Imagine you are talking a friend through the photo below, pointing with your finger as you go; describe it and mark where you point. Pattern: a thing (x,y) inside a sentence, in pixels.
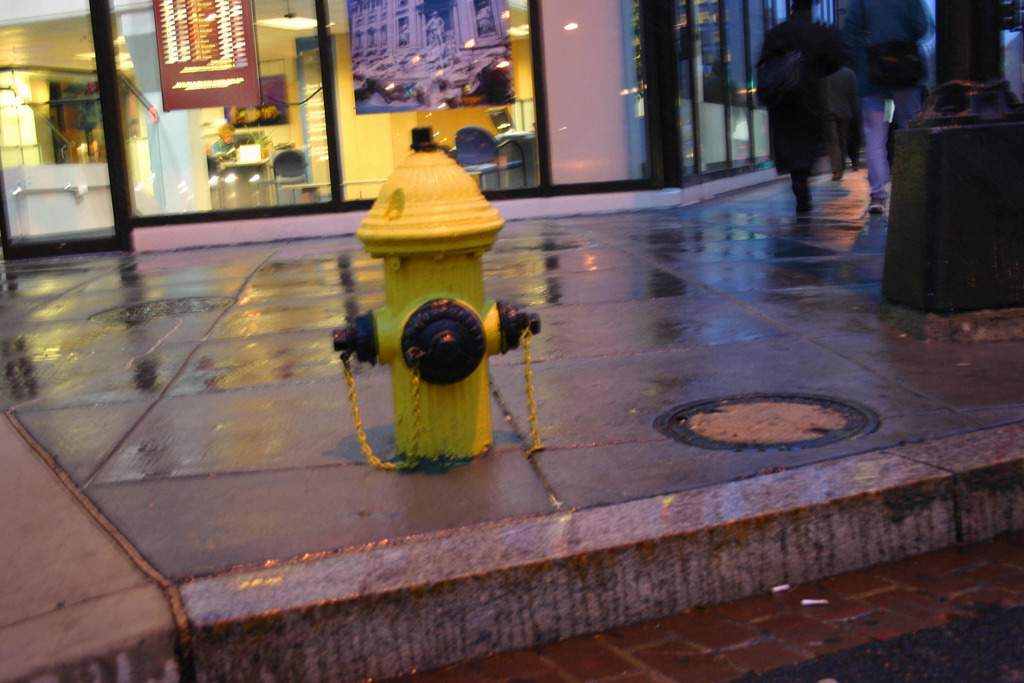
In this image in the foreground (440,366) there is a fire hydrant (474,258). In the sidewalk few people (836,121) are walking. In the background (358,131) there is a building (340,109). Inside the building (273,143) there are chairs (278,155), tables (241,169), paintings (409,56).
